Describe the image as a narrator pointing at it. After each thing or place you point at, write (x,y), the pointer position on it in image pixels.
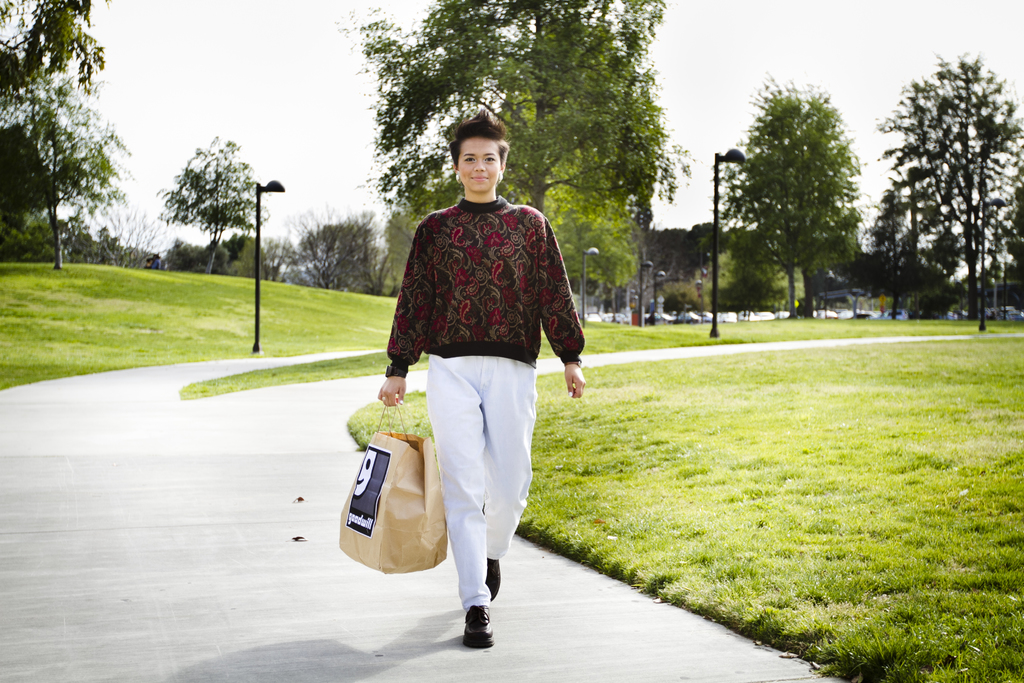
Front this woman (506,246) is walking and holding a bag (418,490). Background (748,392) we can see grass (731,379), trees (949,216), light poles (269,186) and sky (739,133).
